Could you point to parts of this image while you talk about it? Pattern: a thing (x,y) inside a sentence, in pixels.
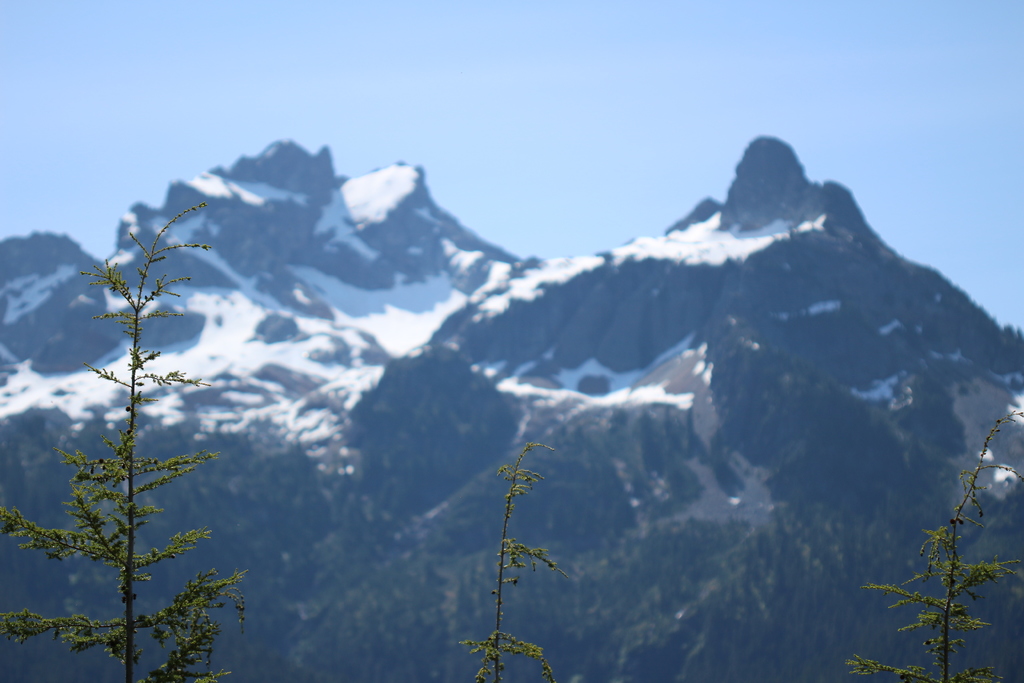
This picture shows mountains (6,346) with snow (354,321) and we see trees (157,670) and a blue sky (800,40).
